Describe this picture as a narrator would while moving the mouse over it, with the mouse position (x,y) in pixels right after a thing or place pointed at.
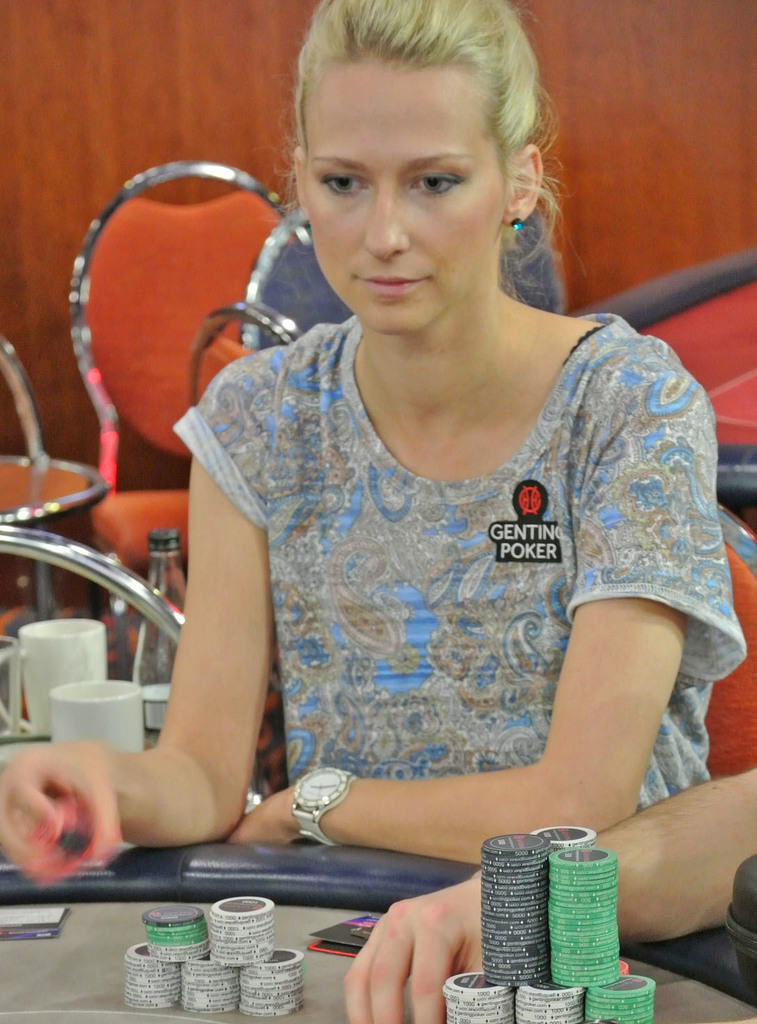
In this image there is a person (393,378) sitting and holding an object (84,829), there is a person's hand (679,842) truncated towards the right of the image (672,851), there is a table (77,981) truncated towards the bottom of the image (34,977), there are objects (354,935) on the table (284,926), there is an object (28,920) truncated towards the left of the image (43,930), there is a bottle (163,635), there are glasses (61,668), there are chairs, there are chairs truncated towards the right of the image (739,704), there are chairs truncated towards the left of the image (60,557), there is an object (744,909) truncated towards the right of the image (740,866), at the background of the image (253,122) there is a wall (193,70) truncated.
